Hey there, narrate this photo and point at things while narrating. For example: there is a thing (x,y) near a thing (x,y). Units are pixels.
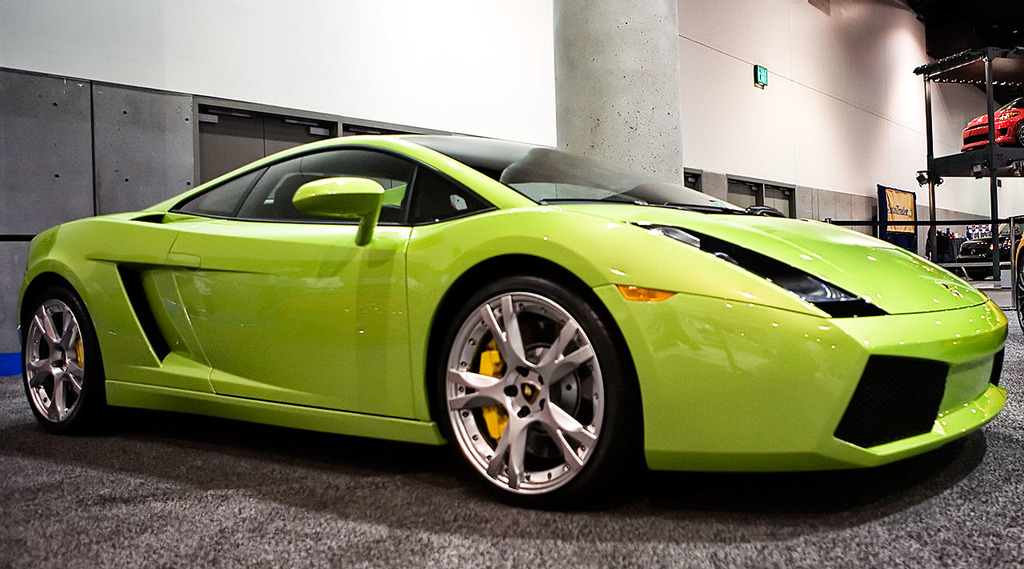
This green color car (371,397) is highlighted in this picture. Beside this green color there is a pillar (673,94) in white color. The wall (297,61) is in white color. This is rack (1009,168). Far there is a banner (900,218). This green color car (438,310) has 2 wheels (503,332).
